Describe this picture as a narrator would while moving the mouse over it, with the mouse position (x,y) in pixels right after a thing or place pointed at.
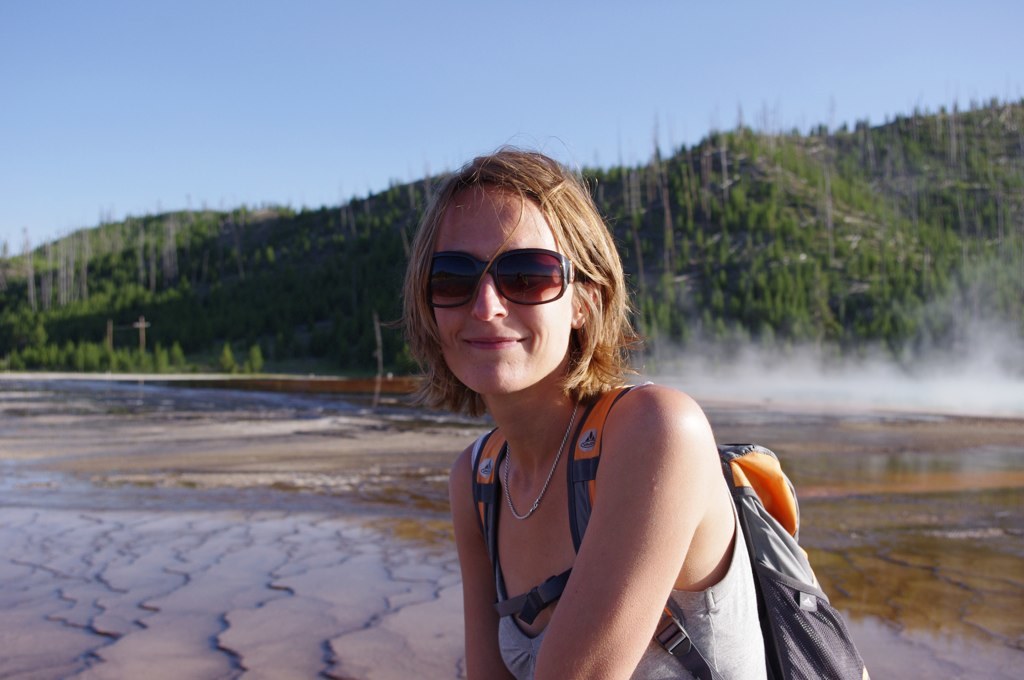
In this image I can see a woman (641,523) smiling, wearing a bag (579,501) and goggles (442,283). There is water (977,469) and smoke (953,389) at the back (927,369). There are trees (733,274) and poles (110,349) at the back (167,292). There is sky (420,65) at the top (420,65).
